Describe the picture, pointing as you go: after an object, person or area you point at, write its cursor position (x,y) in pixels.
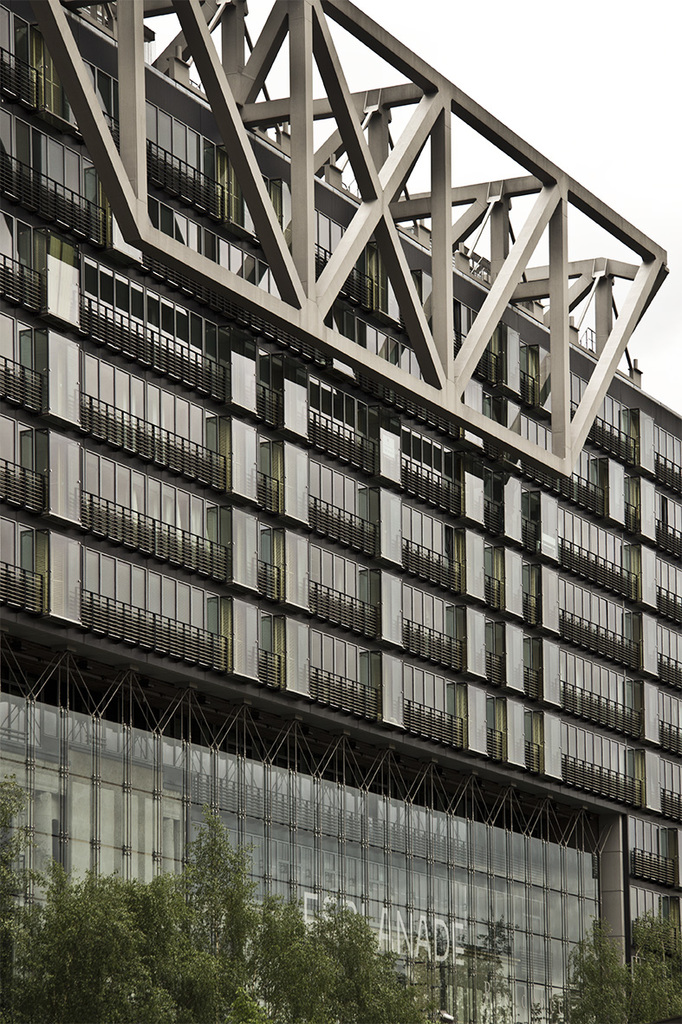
In this image we can see one silver color big glass building (282,742), so many trees (91,926) and at the top (603,229) there is the sky (617,257).
